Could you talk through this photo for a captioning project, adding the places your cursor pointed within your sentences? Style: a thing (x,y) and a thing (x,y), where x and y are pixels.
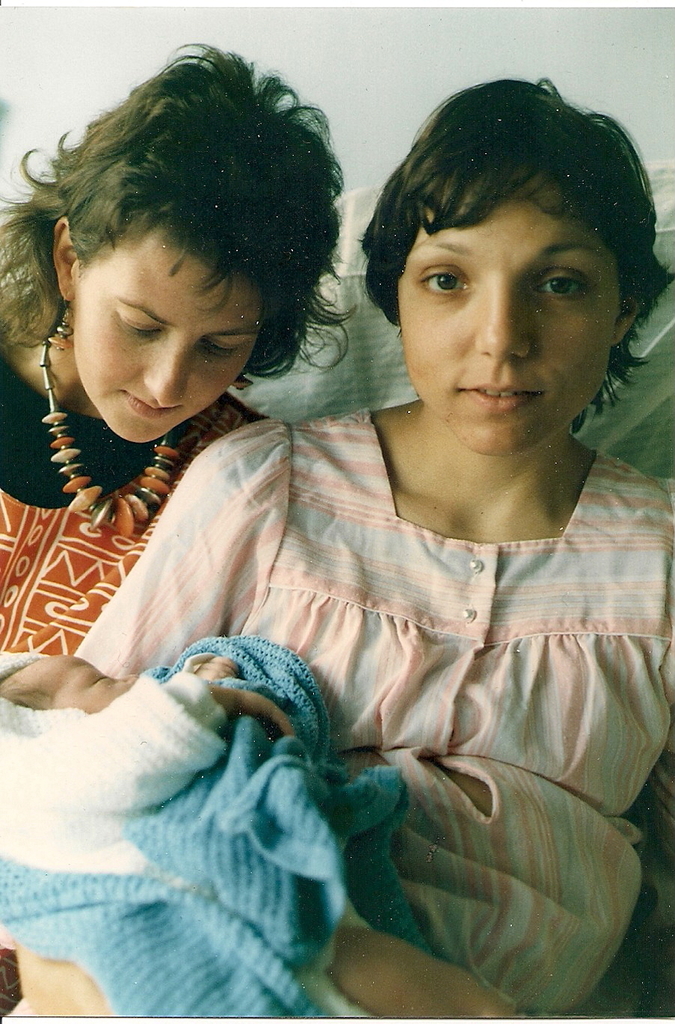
Here we can see two people (453,464). This woman (432,472) is carrying a baby (138,728). Another woman (194,454) is looking at this baby (304,732).
